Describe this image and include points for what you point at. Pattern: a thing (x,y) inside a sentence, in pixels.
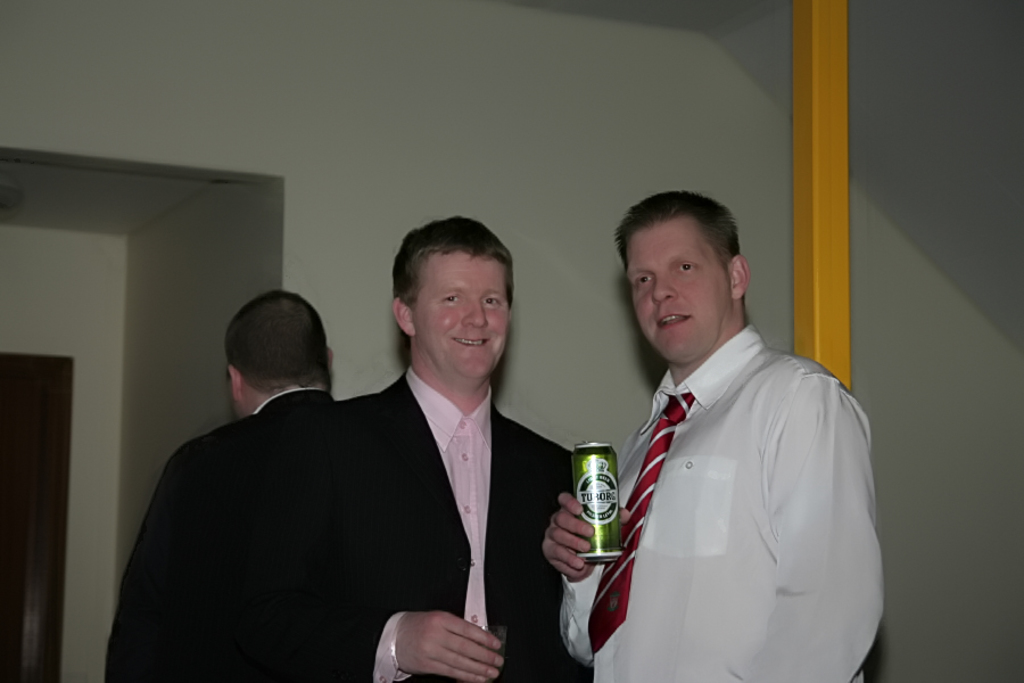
In this picture there are two men (684,463) standing. One of the guy (620,504) is holding a tin (605,482) in his hand (580,510). Both of them were smiling. In the background (258,424) there is another man (269,394) standing. We can observe a wall (484,172) here.
